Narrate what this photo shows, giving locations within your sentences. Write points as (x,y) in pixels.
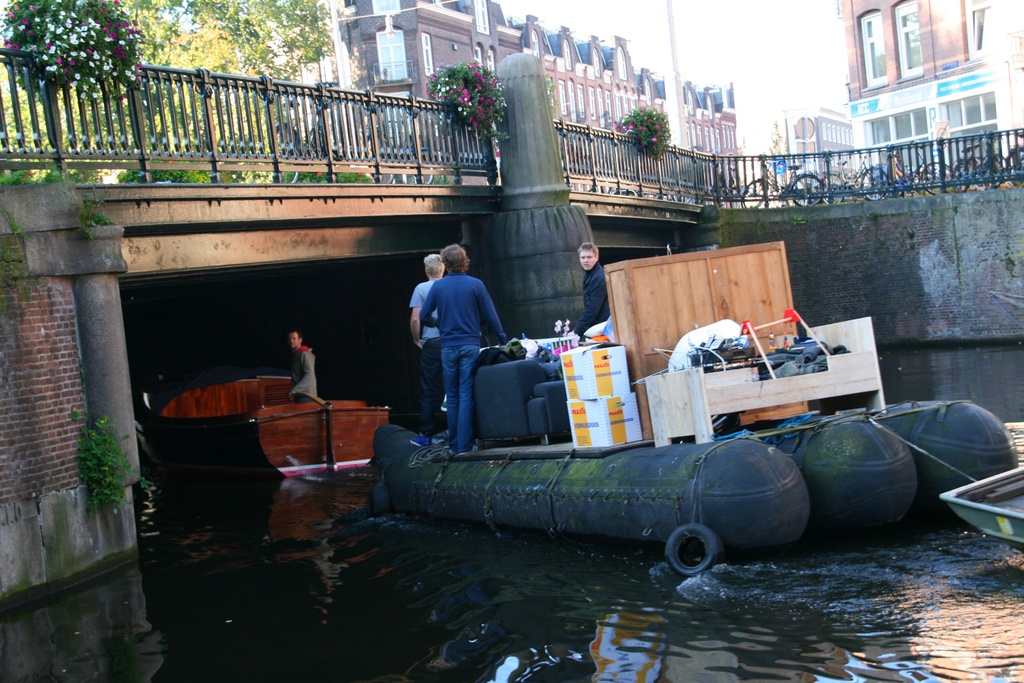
This image consists of a boat (522,496) on which there are many things (621,413) kept. At the bottom (501,591), there is water (351,598). To the left (201,84), there is a bridge (201,84). In the background (926,71), there are buildings (982,103) and trees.
